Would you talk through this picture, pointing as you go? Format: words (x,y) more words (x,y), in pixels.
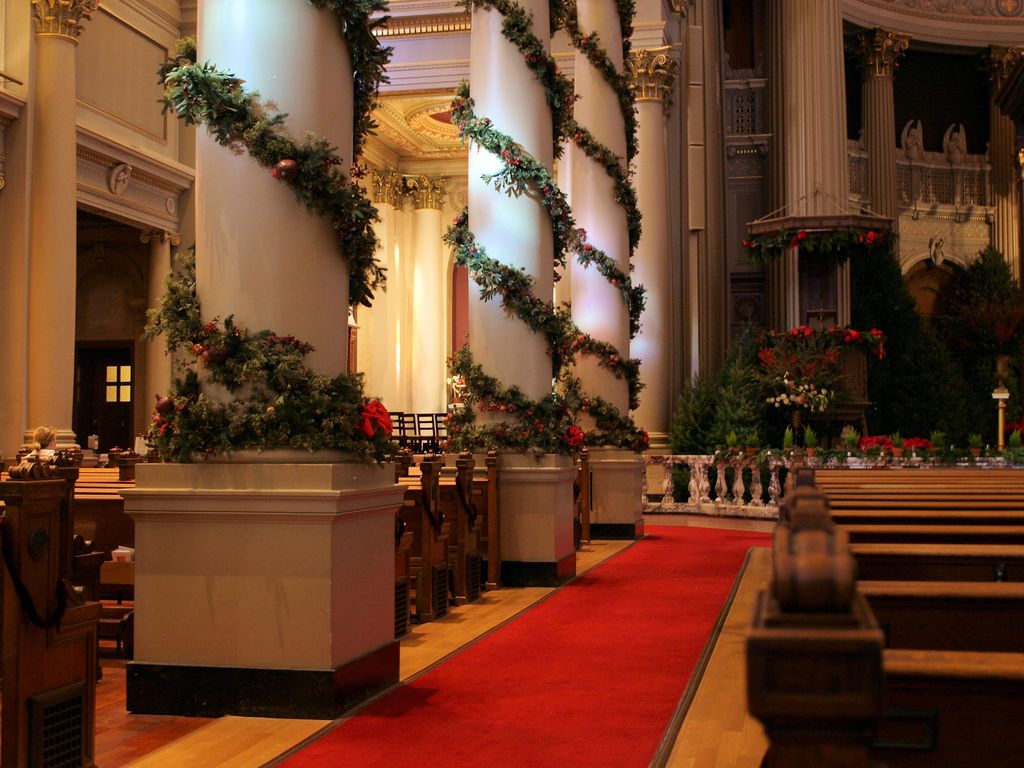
In this image there are pillars (514,356), benches (863,517) with chairs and beautiful walls (706,184), in the middle (549,402) there are plants (305,379).
